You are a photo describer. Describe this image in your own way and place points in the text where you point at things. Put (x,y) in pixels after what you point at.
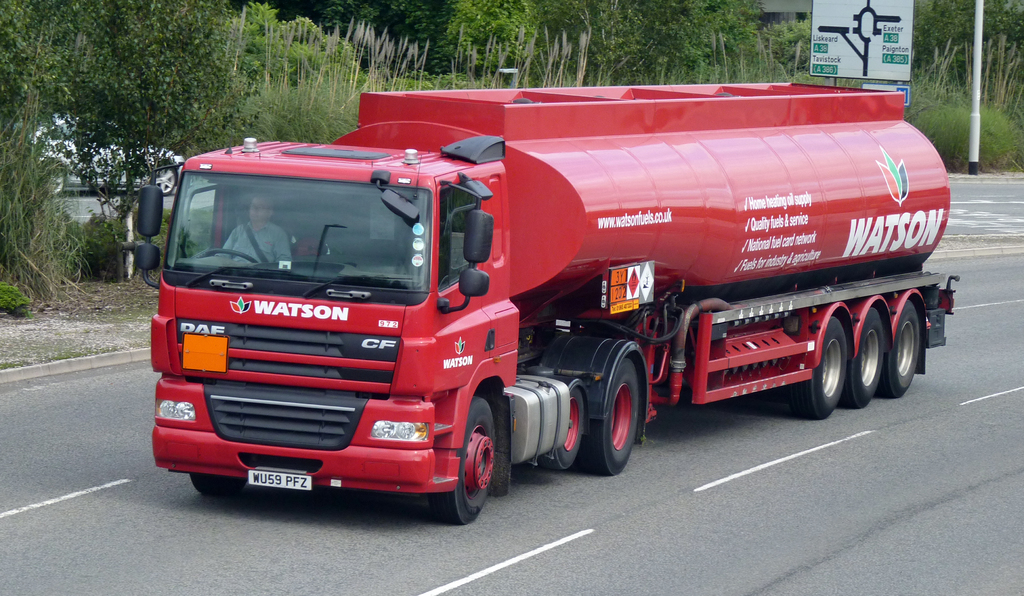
We can see vehicle (382,303) on the road (855,422) and there is a man (279,237) inside a vehicle (794,357). In the background (827,23) we can see trees (944,14), boards (826,27) on poles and car (151,151).
